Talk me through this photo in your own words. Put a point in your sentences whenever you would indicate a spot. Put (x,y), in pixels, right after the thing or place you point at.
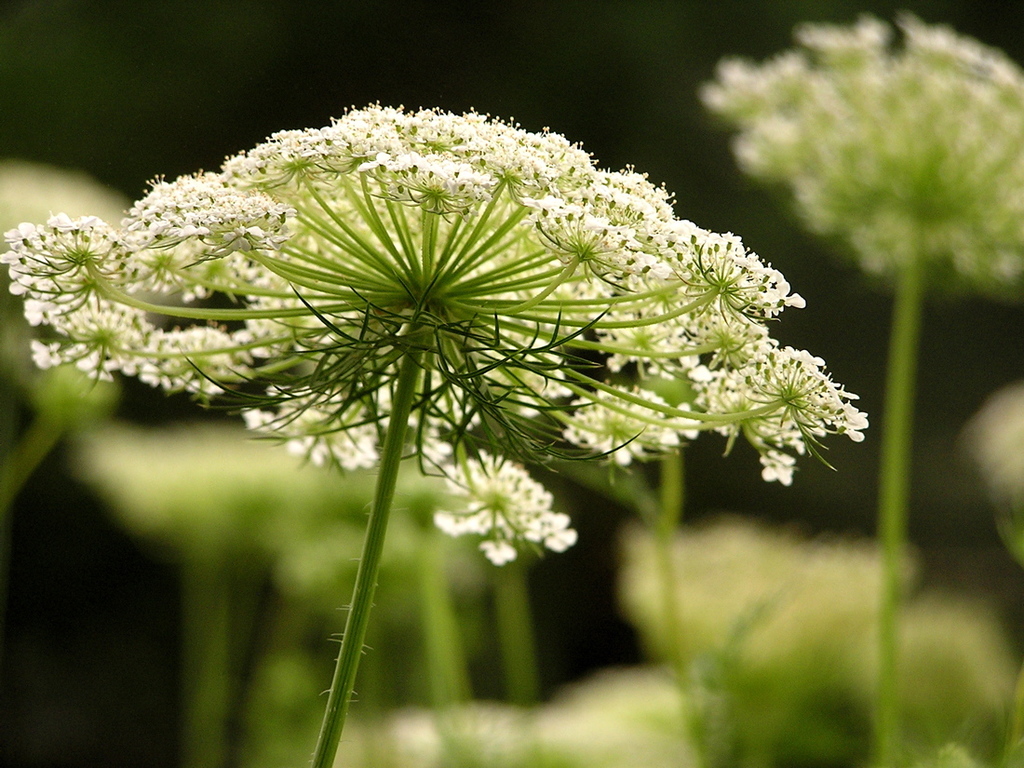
In this image I can see flowers (435,424). The background of the image (658,491) is blurred.
